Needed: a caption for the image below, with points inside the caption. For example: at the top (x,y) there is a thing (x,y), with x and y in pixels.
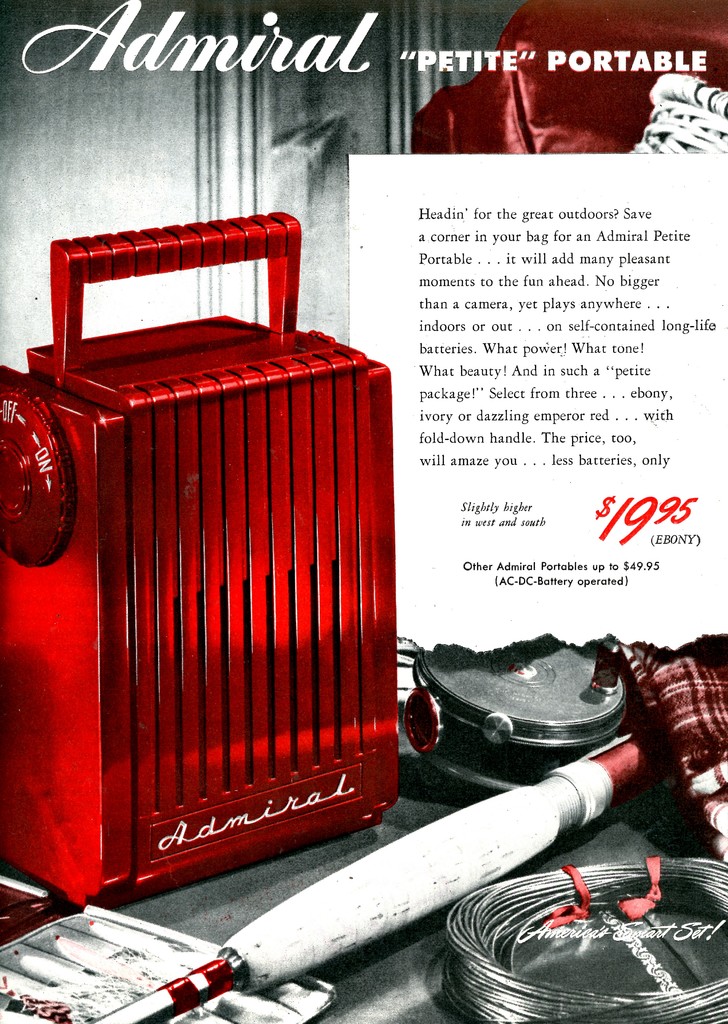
In the foreground of this edited image, we can see text (268,15) on the top (607,337) and right. On the left (111,566), there is a speaker box (149,456). On the bottom (357,905), there is a pole like structure (478,864), a wire bundle (454,914) and few objects (94,943). We can also see an electronic device (597,701) and a red color cloth (682,718) on the right (623,732).
